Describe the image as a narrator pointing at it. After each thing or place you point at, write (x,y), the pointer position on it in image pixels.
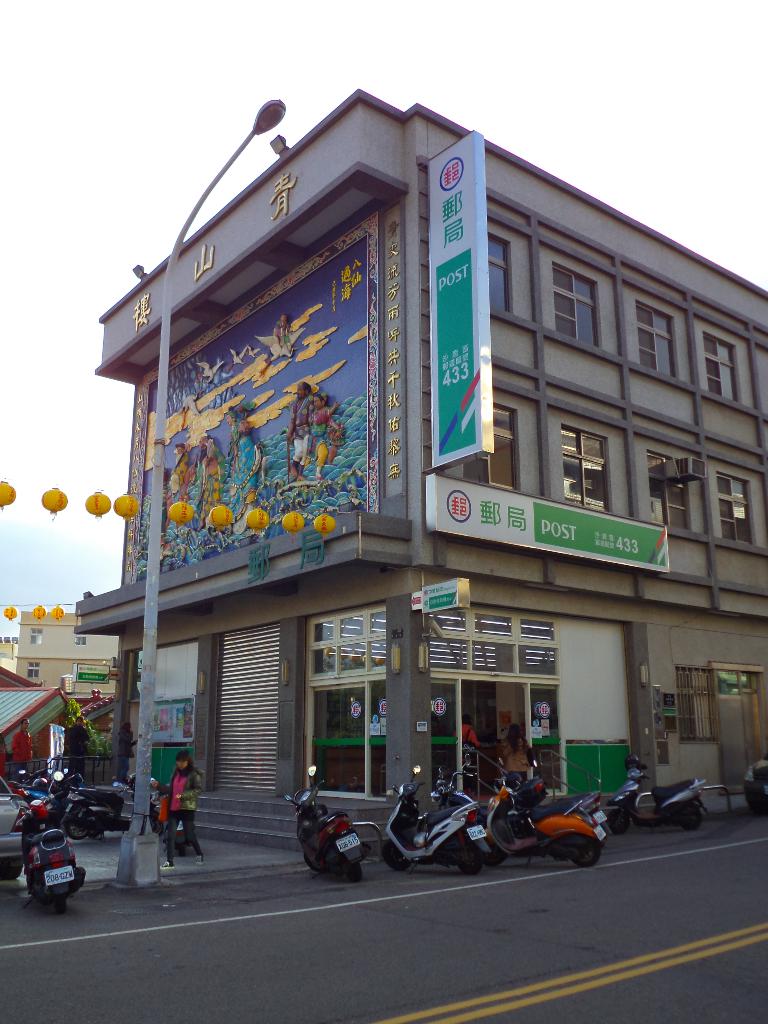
In this picture we can see there are some vehicles (111,823) parked on the road (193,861) and two people (189,805) on the road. In front of the people (189,805) there is a pole (149,670) with lights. Behind the people (181,758) there are buildings (402,608) and to the building (465,467) there are boards (578,519), shutter (231,755) and name board (568,530). On the left side of the building (353,464) there are some decorative items (5,497). Behind the buildings (46,624) there is the sky (98,281).
